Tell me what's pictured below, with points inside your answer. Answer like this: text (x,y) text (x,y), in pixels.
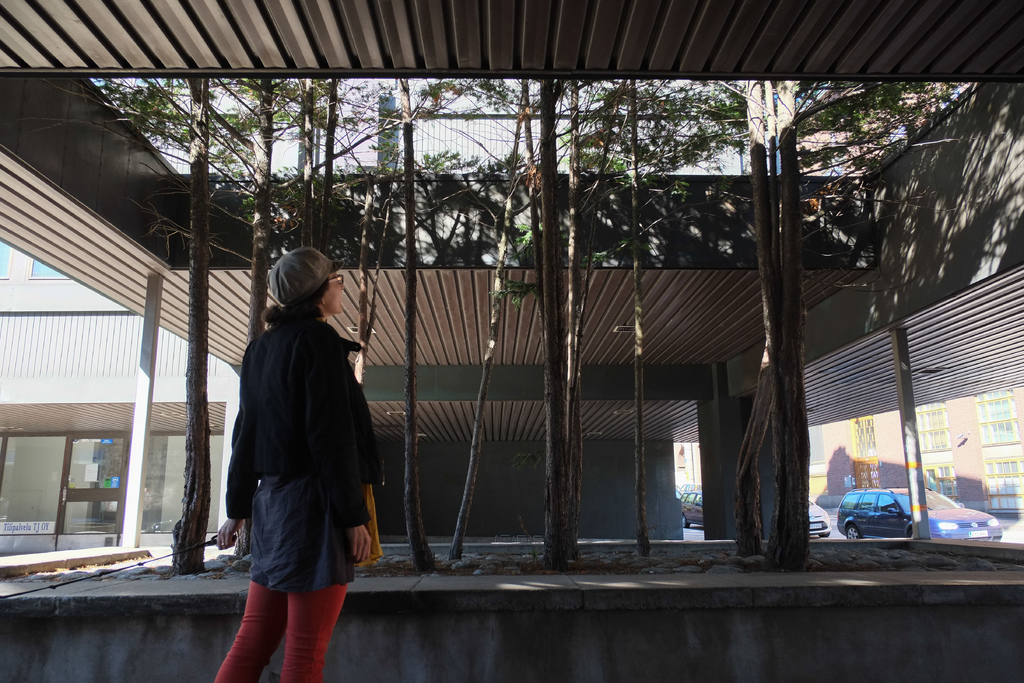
In this image there is a woman (289,529) standing, at the top (219,24) there is a roof (89,255), in the middle (639,320) there are trees (641,374), in the background (695,407) there buildings (829,468) and cars (934,505).
